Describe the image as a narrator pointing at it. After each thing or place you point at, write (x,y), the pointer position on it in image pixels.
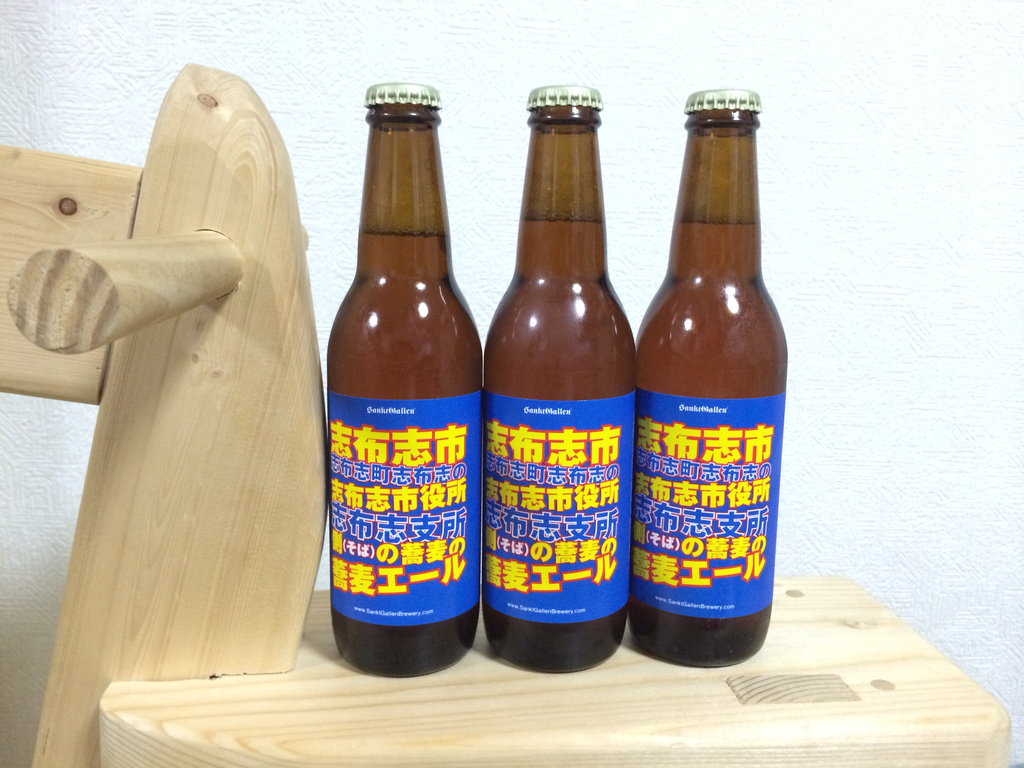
These 3 bottles (522,539) are highlighted in this picture. This is a wood (481,604). These 3 bottles (491,595) have sticker (449,443) and filled with liquids (695,306).
